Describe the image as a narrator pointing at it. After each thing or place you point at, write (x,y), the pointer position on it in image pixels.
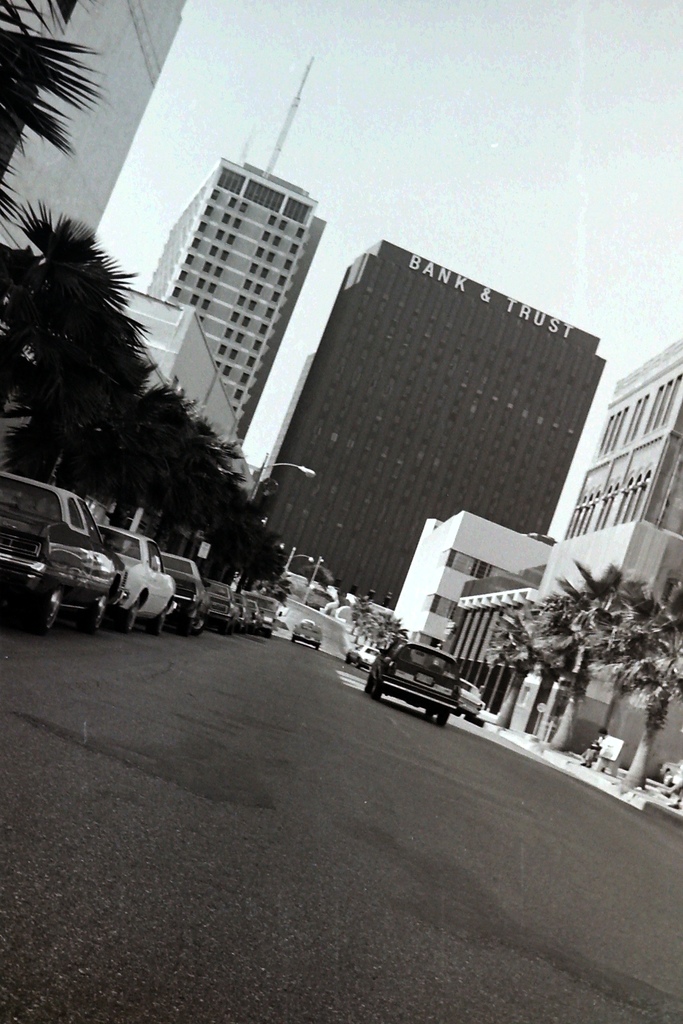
In this image there are some buildings (665,740), vehicles (99,578), trees (505,710), walkway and there are some poles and street lights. In the center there is some text (460,288) on the building (485,290), at the top (448,146) there is sky (448,146).
